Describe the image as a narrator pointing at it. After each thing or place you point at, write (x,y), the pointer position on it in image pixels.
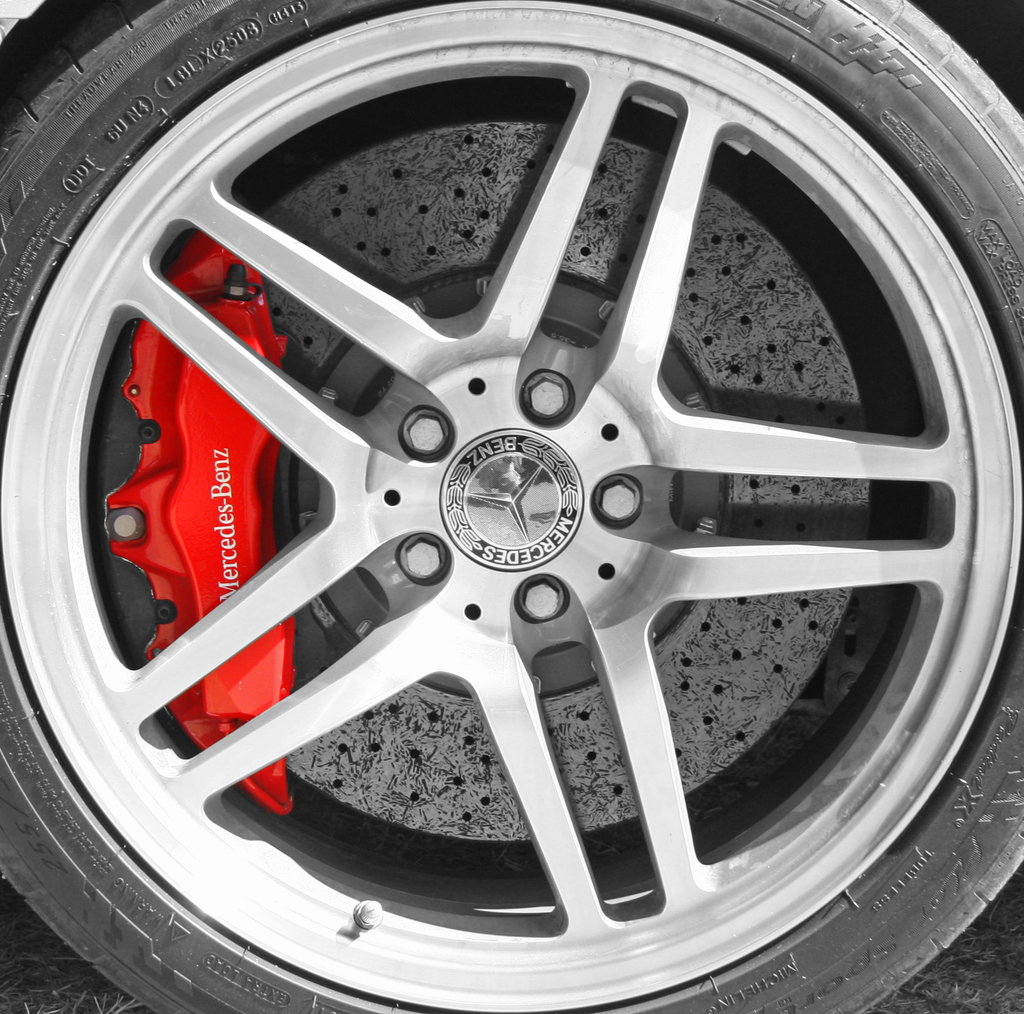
Here in this picture we can see a wheel (625,465) of the car (605,474) with Tyre (41,197) on it over there.
